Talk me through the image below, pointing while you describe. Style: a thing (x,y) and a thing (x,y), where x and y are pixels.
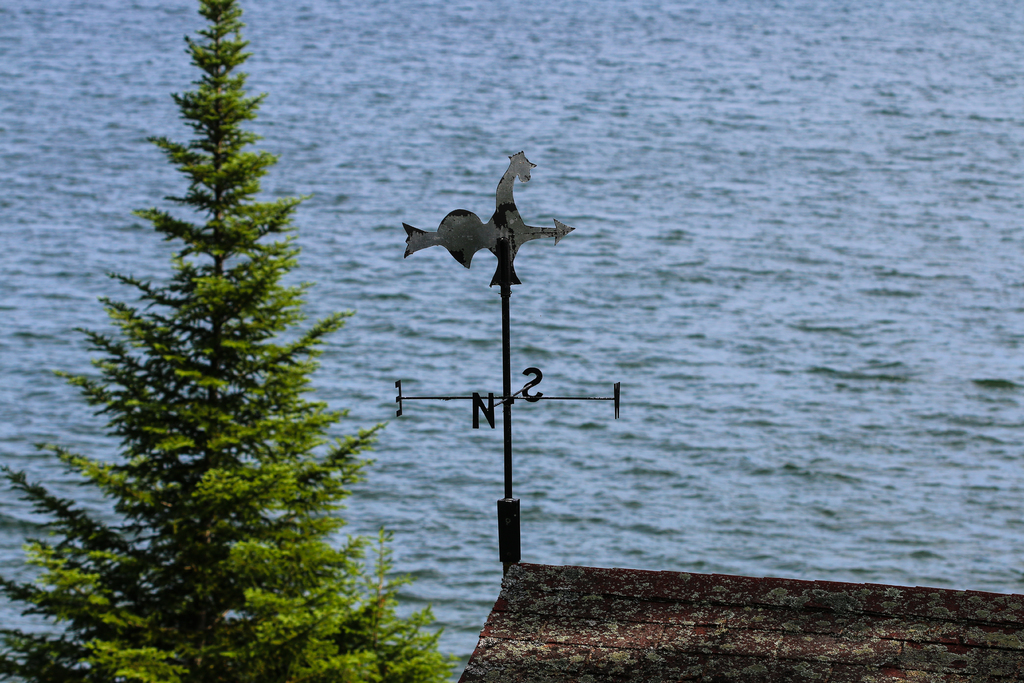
In the center of the image (508,313) we can see a wind vane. On the left side of the image (178,334) we can see a tree (276,383). At the bottom of the image (836,612) we can see the roof (721,636). In the background of the image (561,354) we can see the water (303,187).
